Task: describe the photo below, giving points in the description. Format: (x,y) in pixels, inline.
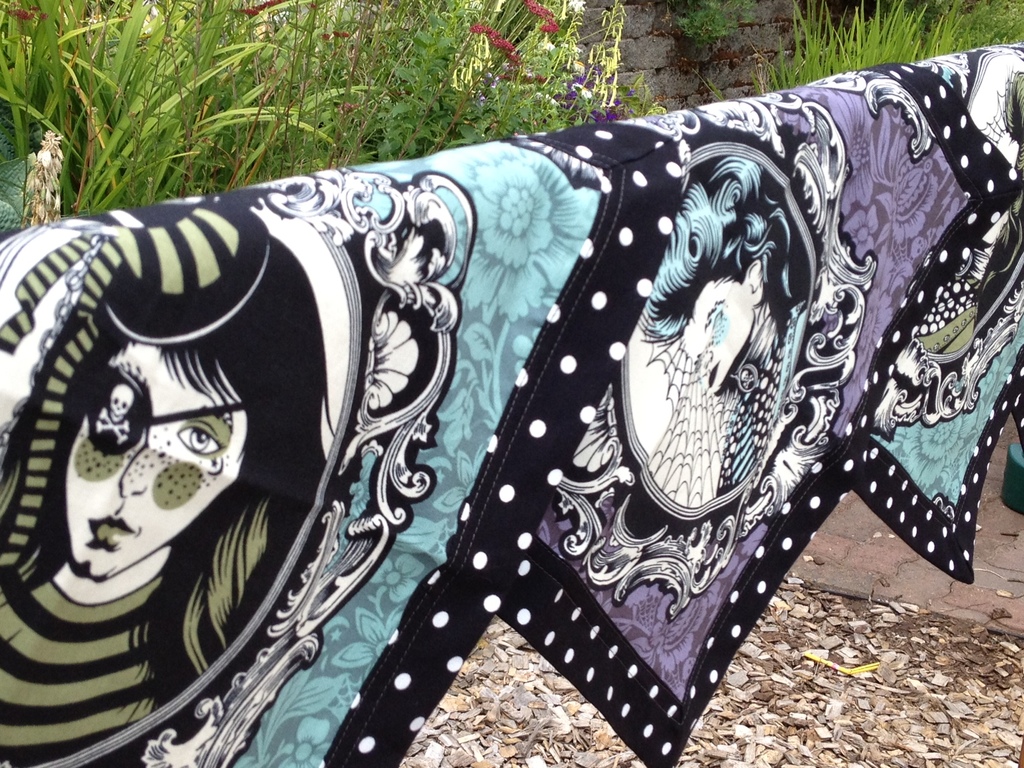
In the center of the image (348,359) we can see the clothes (646,337). In the background of the image (1013,13) we can see the plants (489,115), flowers (522,60), wall (700,82). At the bottom of the image (765,689) we can see the saw dust (869,701) and floor (863,562).
